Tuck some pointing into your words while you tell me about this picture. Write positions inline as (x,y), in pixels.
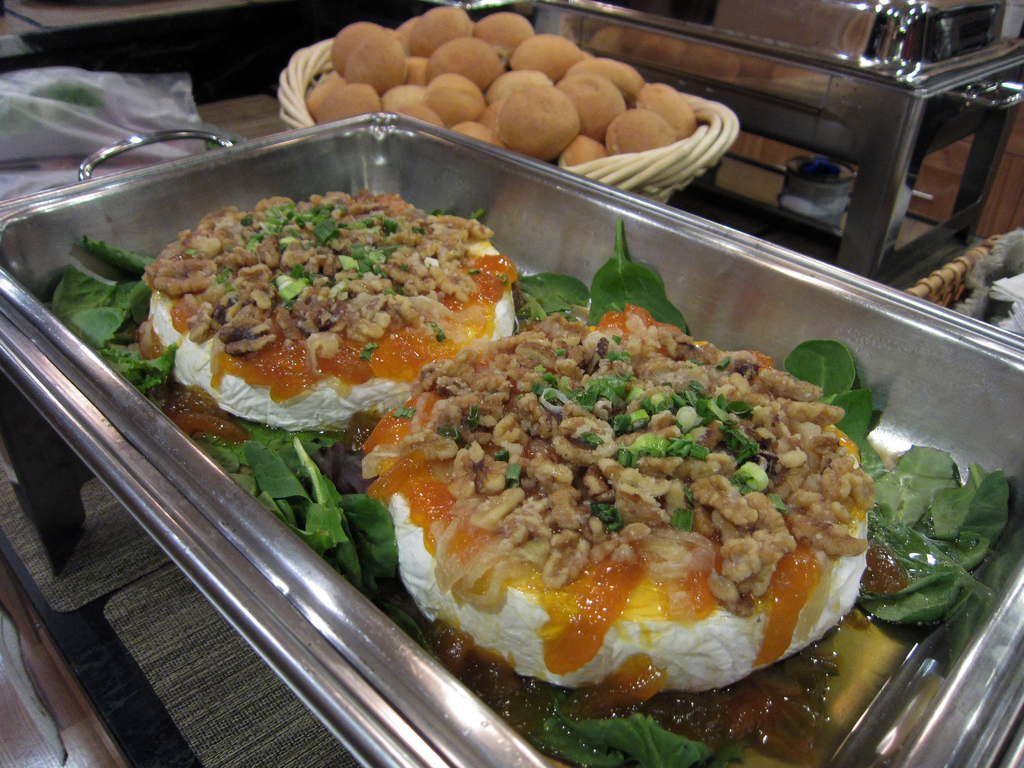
In this image we can see food item (491,495) in a steel container (366,735). Behind one more food item (462,77) is present in a basket (327,74). Top right of the image (867,139) steel rack (867,139) is there. Left side of the image (70,91) plastic cover (65,139) is present.
